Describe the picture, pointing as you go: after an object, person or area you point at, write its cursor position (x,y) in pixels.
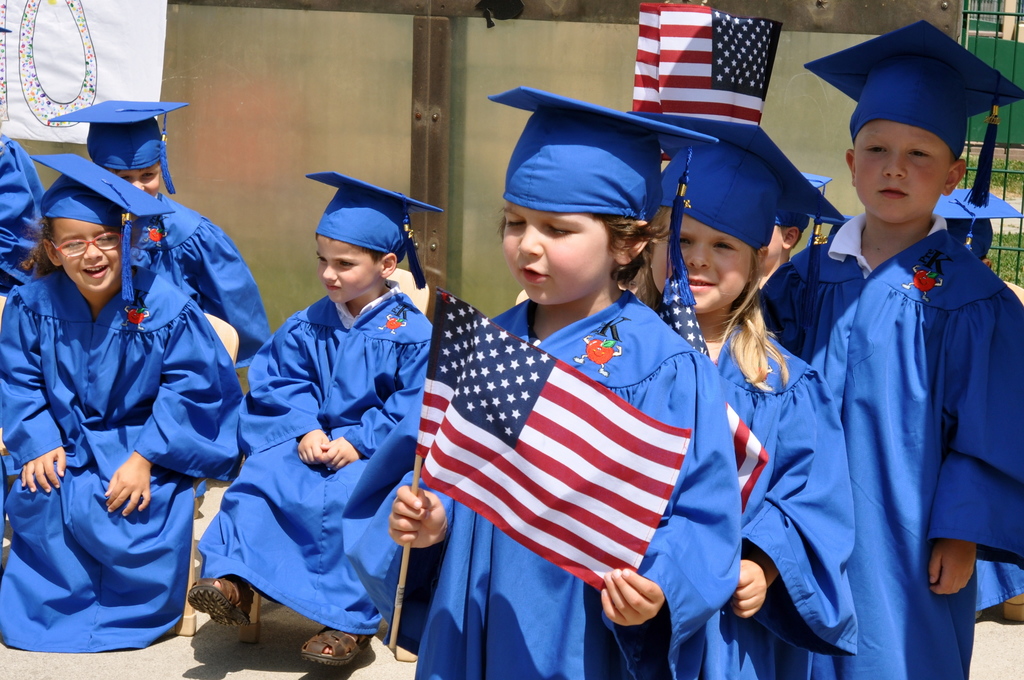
In this picture we can see there are groups of kids (247,348) in the graduation gowns (198,386) and with the caps (630,136). There are two kids (700,429) holding the flags (515,396). Behind the kids (158,288) there are iron grilles (996,61), a paper (68,31) and it looks like a board (352,67).
